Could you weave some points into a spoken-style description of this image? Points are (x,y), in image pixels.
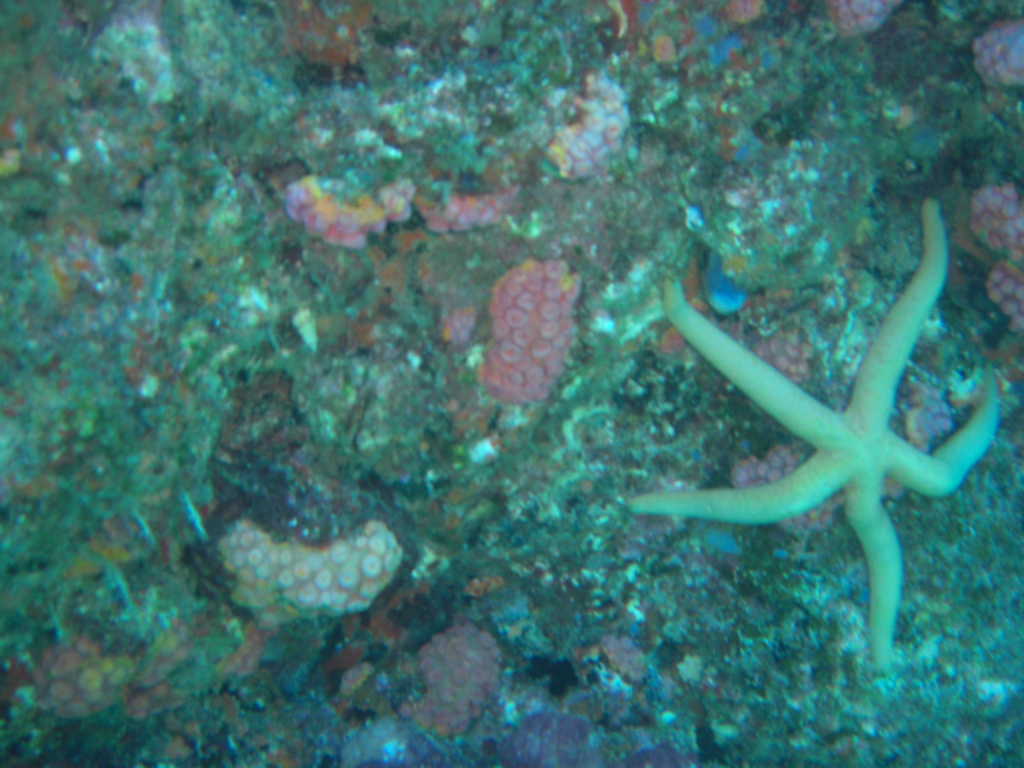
In this image I can see there is a starfish (814,428) on the aquatic rock (357,405).
